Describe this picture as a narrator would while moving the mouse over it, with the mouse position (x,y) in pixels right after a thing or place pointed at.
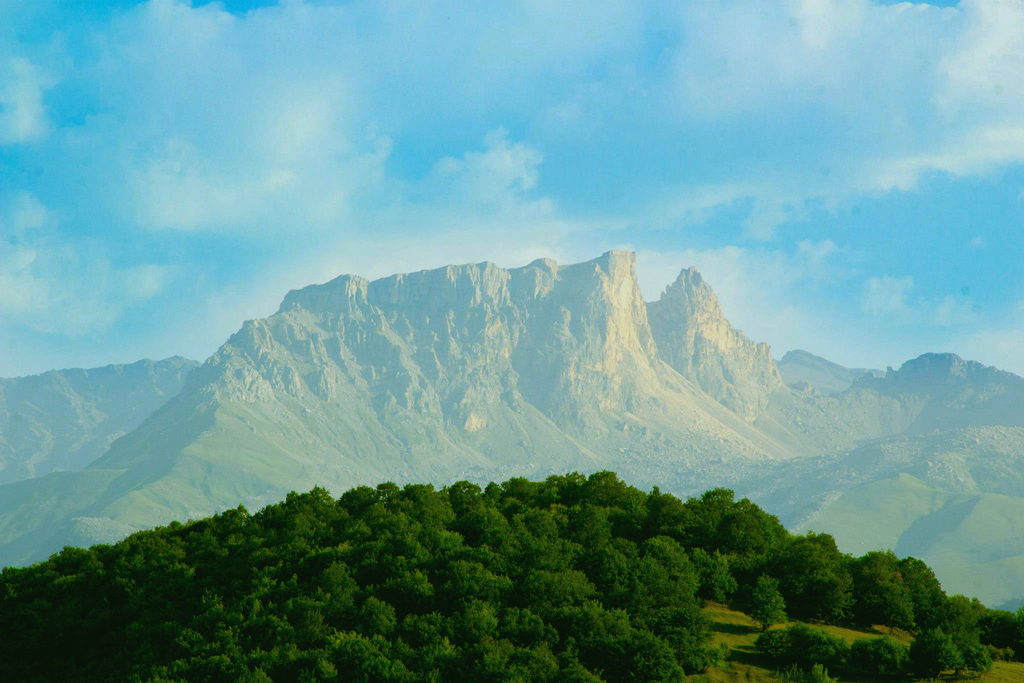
In this image, we can see some trees (558,623). There are mountains (647,389) in the middle of the image (429,297). There are clouds (433,197) in the sky (493,74).
